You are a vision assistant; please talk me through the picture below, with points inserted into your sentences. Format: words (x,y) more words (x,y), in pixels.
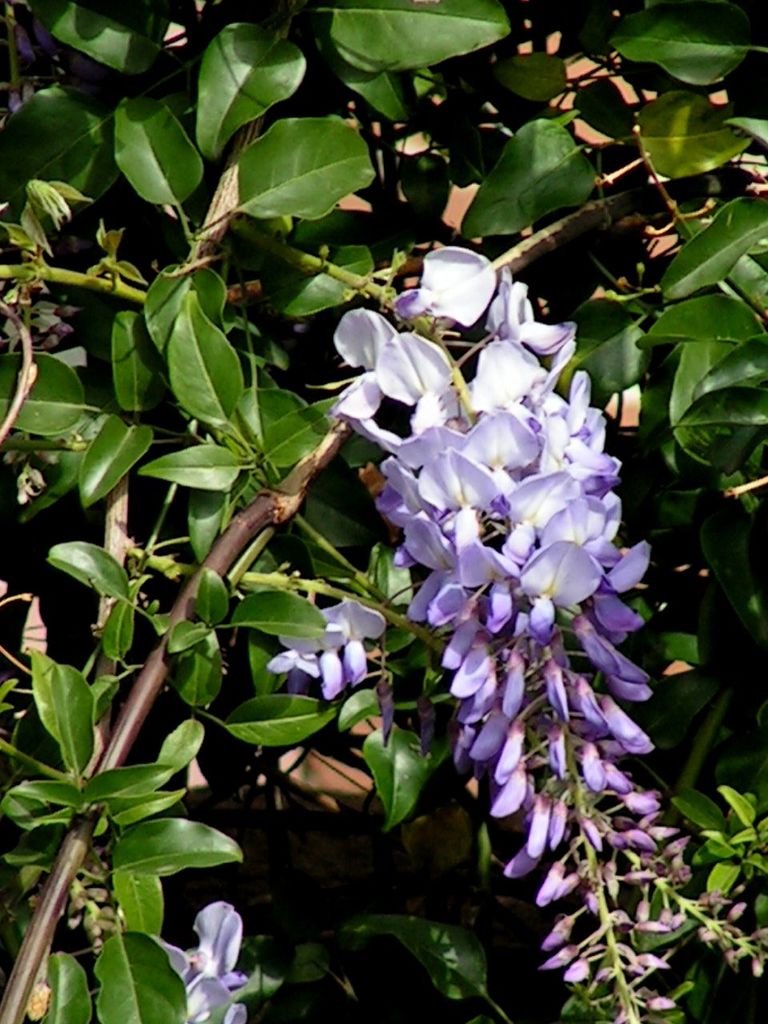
In this image we can see a plant (564,514), there are purple flowers (462,595), there is a bud (601,700).
